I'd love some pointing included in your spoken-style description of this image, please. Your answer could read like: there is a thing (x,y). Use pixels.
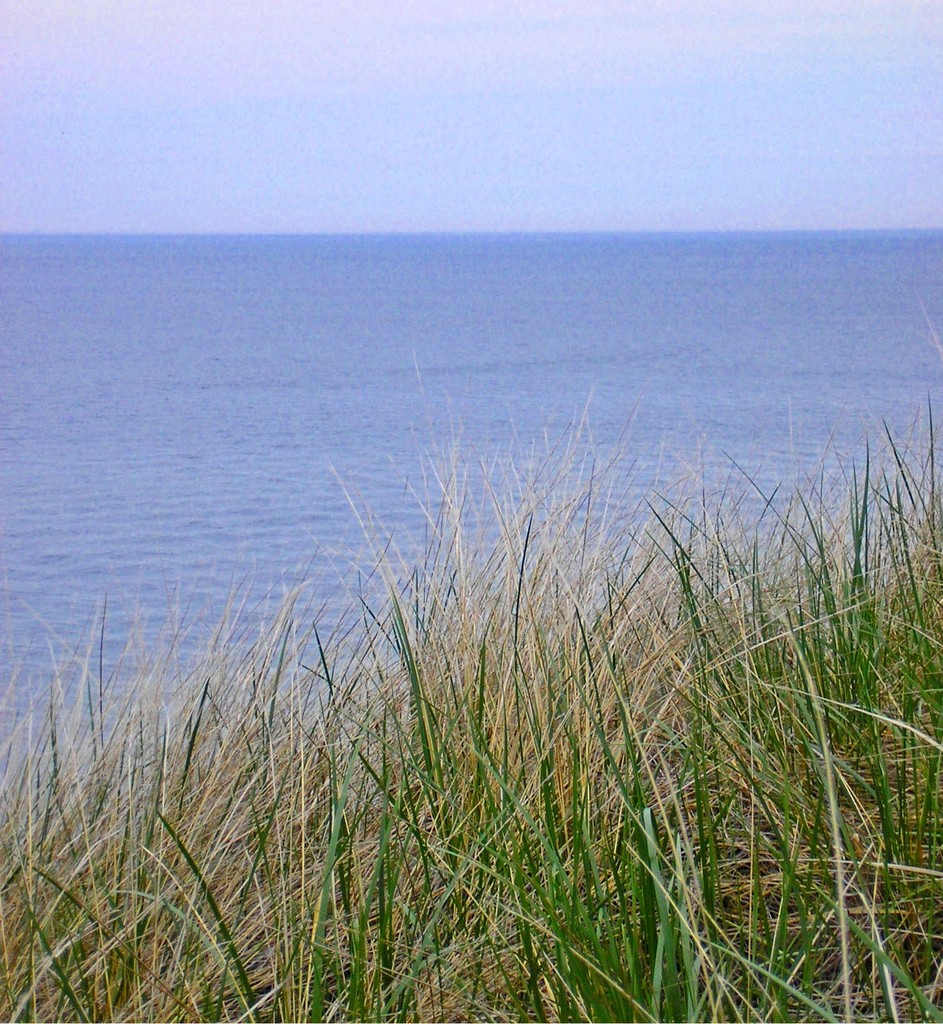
This picture is taken from the outside of the city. In this image, we can see some plants (576,683) and a grass (490,654). In the background (274,252), we can see water (402,550) in a lake (394,373). At the top (504,104), we can see a sky (504,104).
